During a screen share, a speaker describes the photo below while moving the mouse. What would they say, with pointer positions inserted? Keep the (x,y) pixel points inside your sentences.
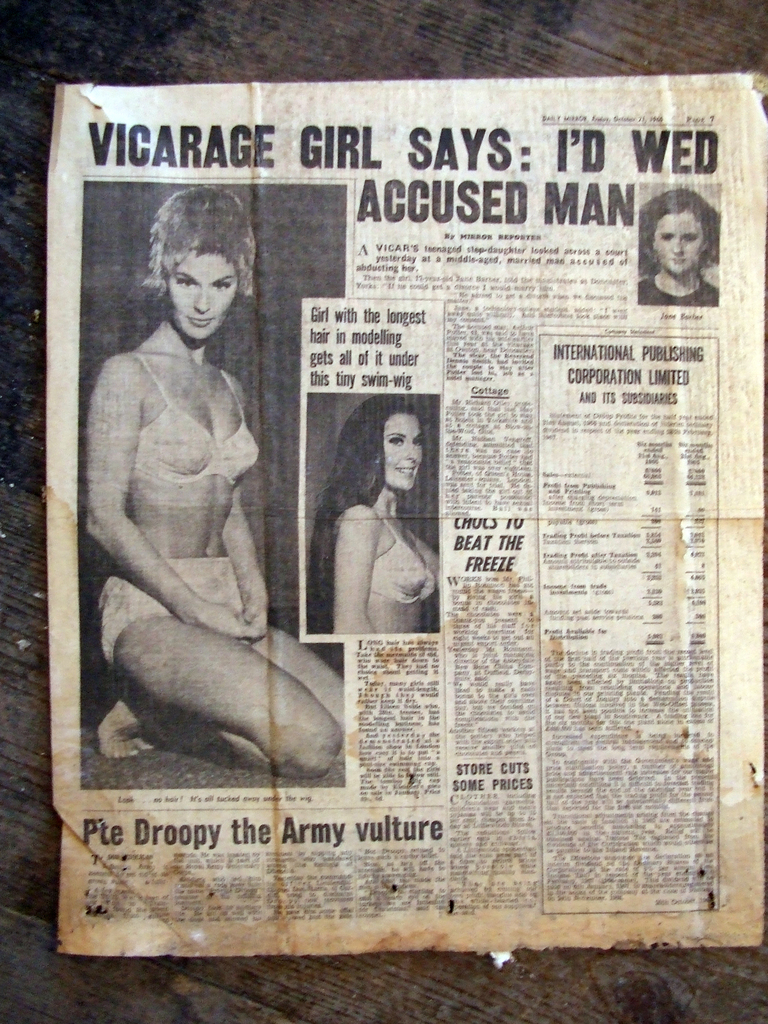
In this picture I can see the newspaper (401,374). I can see images (390,584) and text (352,382).
